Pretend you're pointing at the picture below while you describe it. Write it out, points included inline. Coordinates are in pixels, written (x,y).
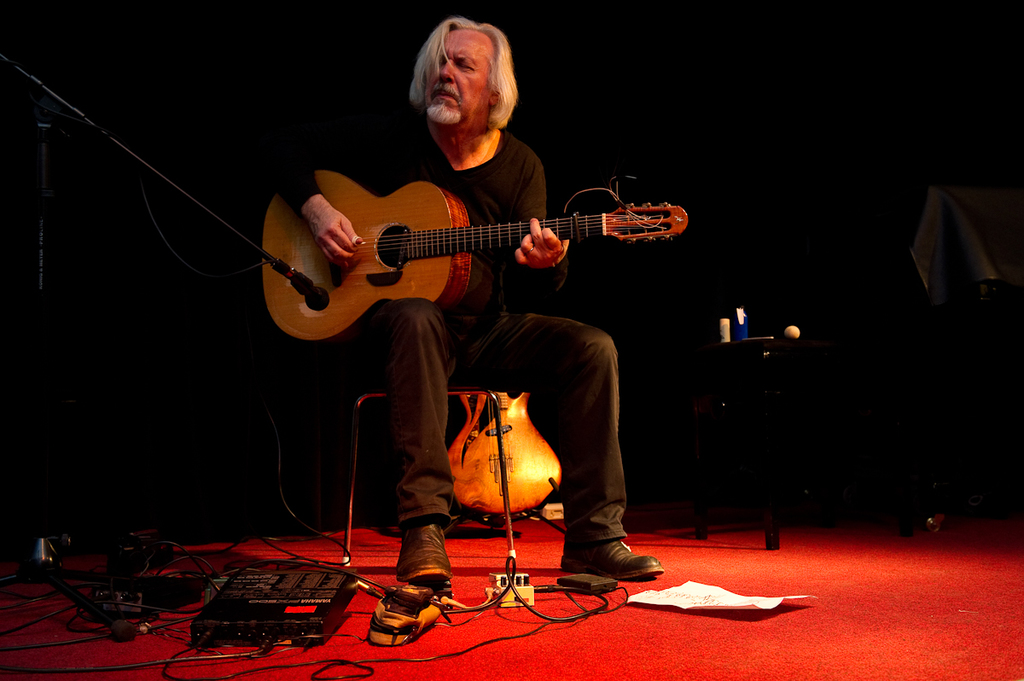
This man (523,239) is sitting on a chair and holds a guitar (440,273). This is an electronic device (290,570) with cables (557,590). On a floor (738,635) there is a paper (701,590). This is table (733,363). Mic (320,295) with mic holder (39,272).
